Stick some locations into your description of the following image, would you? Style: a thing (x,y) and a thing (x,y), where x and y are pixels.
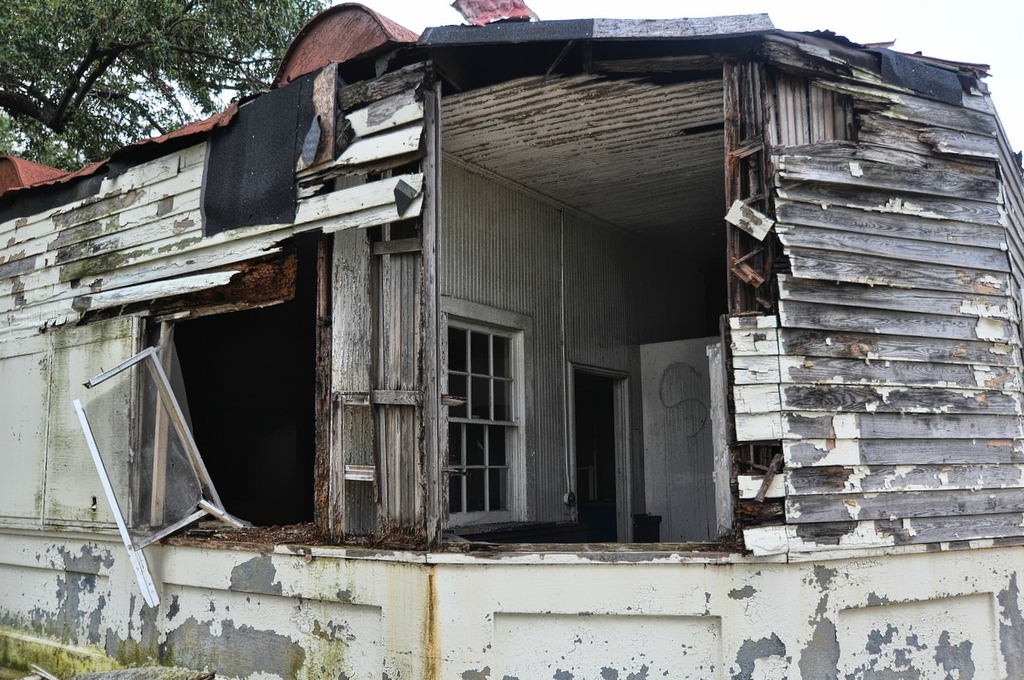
There is a broken house (253,463). There is a broken window (131,481) at the left (165,537) which is hanging. Inside the house (502,422) there are windows (498,376) at the center (501,440) and there is a door (592,528) beside it. There is a tree (129,74) at the left (113,84) back.
